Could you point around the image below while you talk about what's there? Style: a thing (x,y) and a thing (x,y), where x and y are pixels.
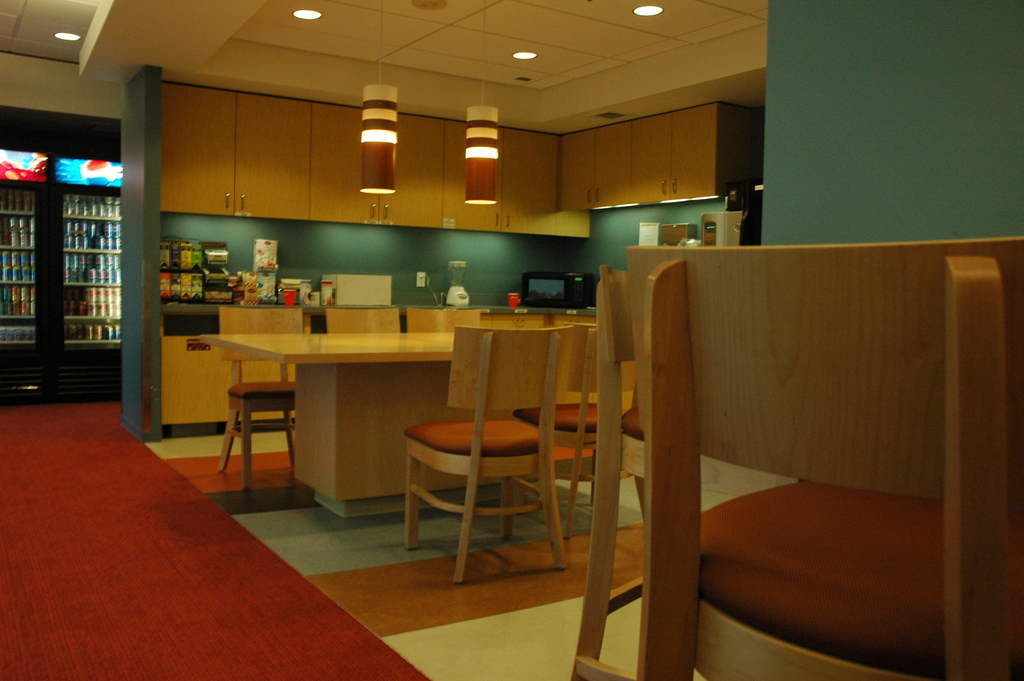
This is a picture of a kitchen (426,596). In this picture there are chairs (283,312), table (369,352), microwave oven (590,287), lights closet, mat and many other kitchen utensils (304,289). On the left (71,271) there is a refrigerator (110,282), in the refrigerator (33,349) there are drinks (7,271) and other food items (68,323).
